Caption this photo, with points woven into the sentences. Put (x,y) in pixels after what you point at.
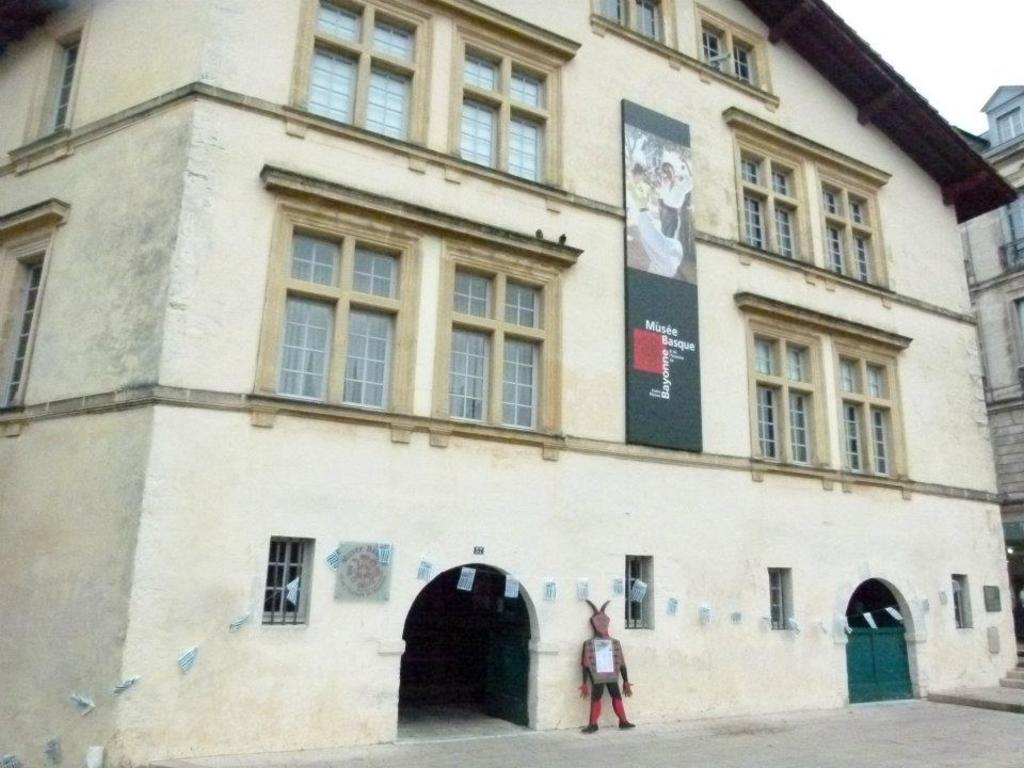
In this picture, we see a building (557,464) in white color. It has the windows (493,379) and a green door (872,651). In the middle (640,408), we see a hoarding board (645,317) in black color. In the right bottom (1006,689), we see the staircase (1012,678). On the right side (980,278), we see a building (1023,522). At the bottom (665,734), we see the pavement (731,742). We see a doll (584,687) which is made up of cardboard (592,685). We see the posters (130,690) in white color are tied to the rope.
